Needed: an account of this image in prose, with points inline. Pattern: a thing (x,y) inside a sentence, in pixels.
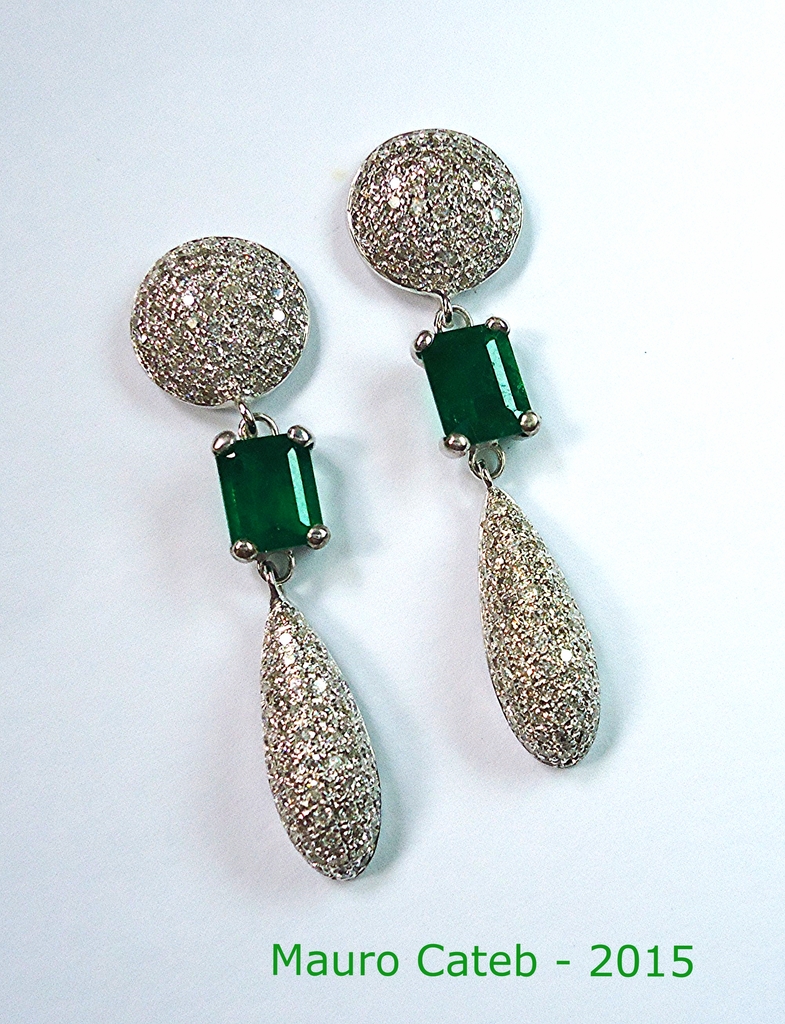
In the center of the image (488,575) we can see the earrings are present on the surface (339,636). At the bottom of the image (339,953) we can see the text (445,973).
